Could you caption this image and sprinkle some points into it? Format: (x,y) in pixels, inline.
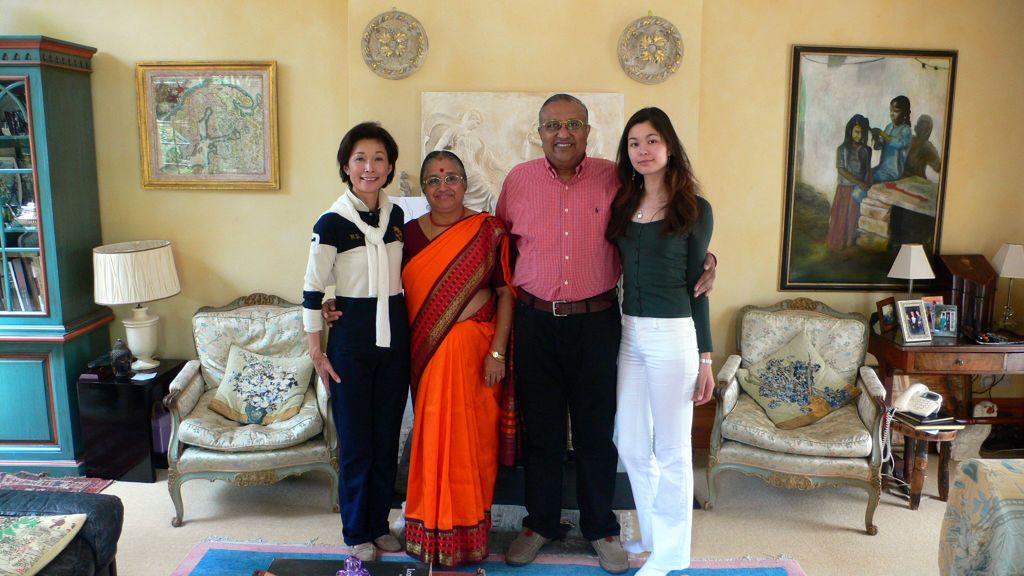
In this room (478,210) there are 4 people (415,297) in which 3 women (668,361) and a man (543,245) standing on the floor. There is a big cupboard (48,151), lamp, chair (256,439) and frames (198,110) on the wall (734,105).
